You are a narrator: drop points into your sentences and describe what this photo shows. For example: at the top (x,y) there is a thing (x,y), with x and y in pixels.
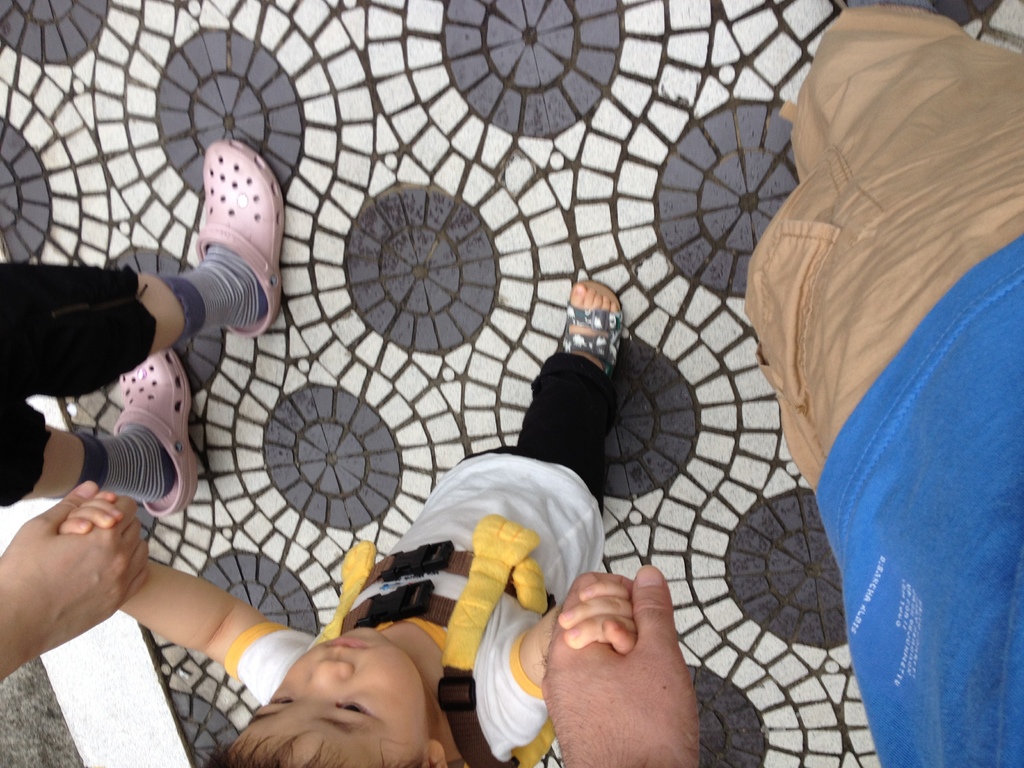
In this picture, there are people (621,605) standing on the tiles (522,251). At the bottom (468,657), there is a kid (570,534) wearing a white t shirt (569,550) and black trousers (565,447). Towards the right (860,468), there is a person (929,404) wearing a blue t shirt (941,409) and cream shorts (878,265). Towards the left (68,433), there is a person legs (145,470) with pink shoes (241,192).
